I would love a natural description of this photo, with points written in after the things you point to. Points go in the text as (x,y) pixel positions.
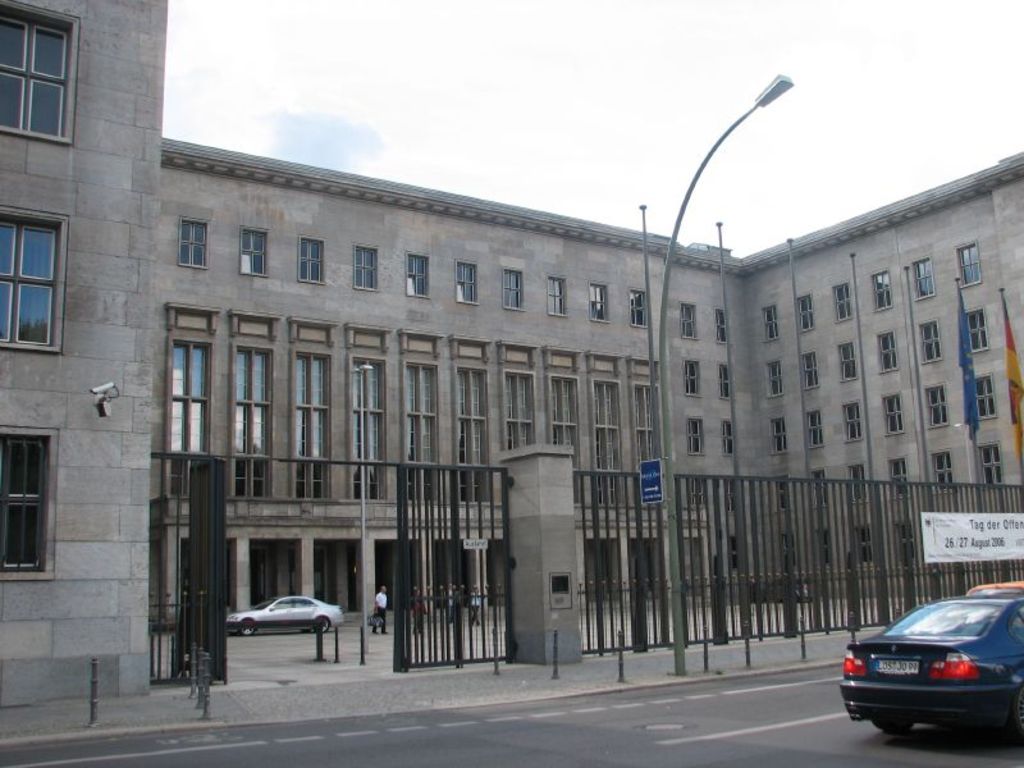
In the picture I can see two cars (916,674) are moving on the road (720,729) and it is on the right side of the image (971,653). Here I can see fence (219,549), light poles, CC camera (103,412) fixed to the stone wall (138,541), I can see another car (310,622) parked on the road (359,622), I can see people (452,592) walking on the road (381,654), I can see flags (971,398), a building (229,235) with glass windows (722,370) and the cloudy sky (1003,62) in the background (797,136).
